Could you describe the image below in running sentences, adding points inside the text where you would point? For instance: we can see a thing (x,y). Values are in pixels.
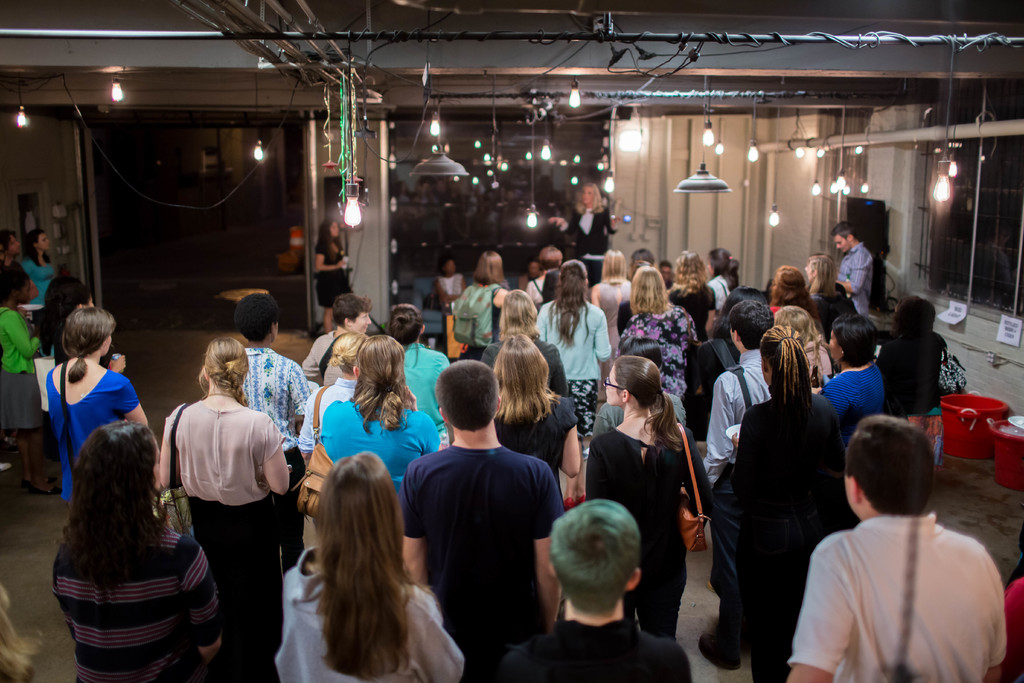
In this image we can see men (754,365) and women (795,480) are standing. Background of the image (592,208), one lady (600,198) is standing. She is wearing black color coat (594,232) and we can see white color wall (894,190) with windows (945,219) and pipes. At the top of the image (592,17), roof (508,44) is there and lights (606,185) are hanging down from the roof (518,100).
